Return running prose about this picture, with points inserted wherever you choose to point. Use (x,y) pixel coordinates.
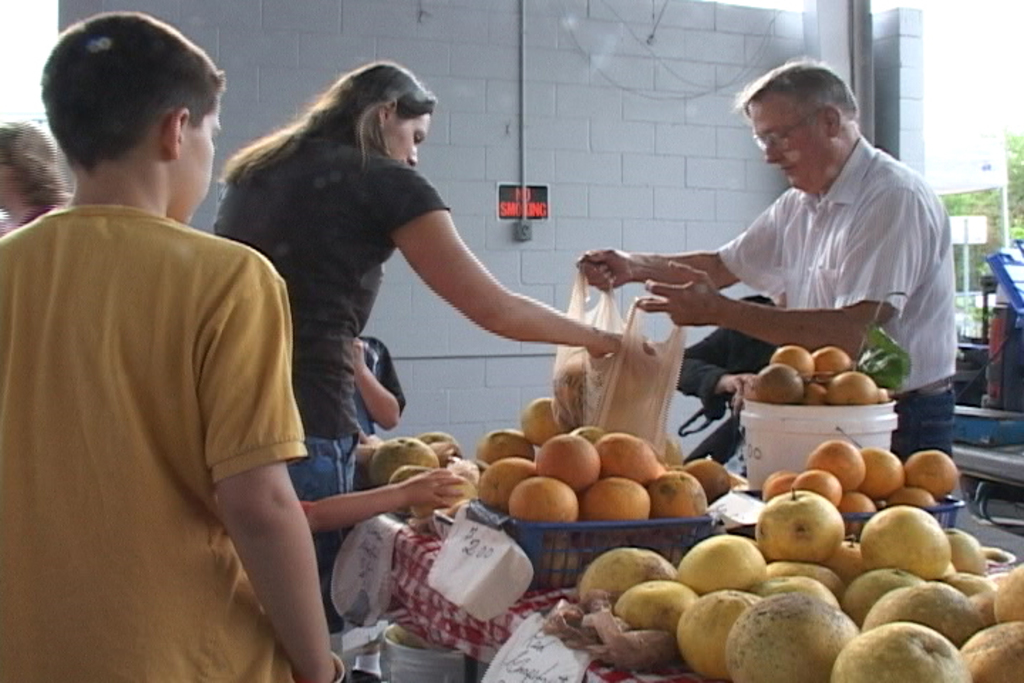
In this image, there are some fruits (586,435) on the table (518,619) which is in between persons (399,216). The person (818,238) who is on the right side of the image (876,244) standing beside the wall (731,179) and holding a plastic bag (578,279) with his hand (659,286). There is a kid (187,385) on the left side of the image (159,352).
